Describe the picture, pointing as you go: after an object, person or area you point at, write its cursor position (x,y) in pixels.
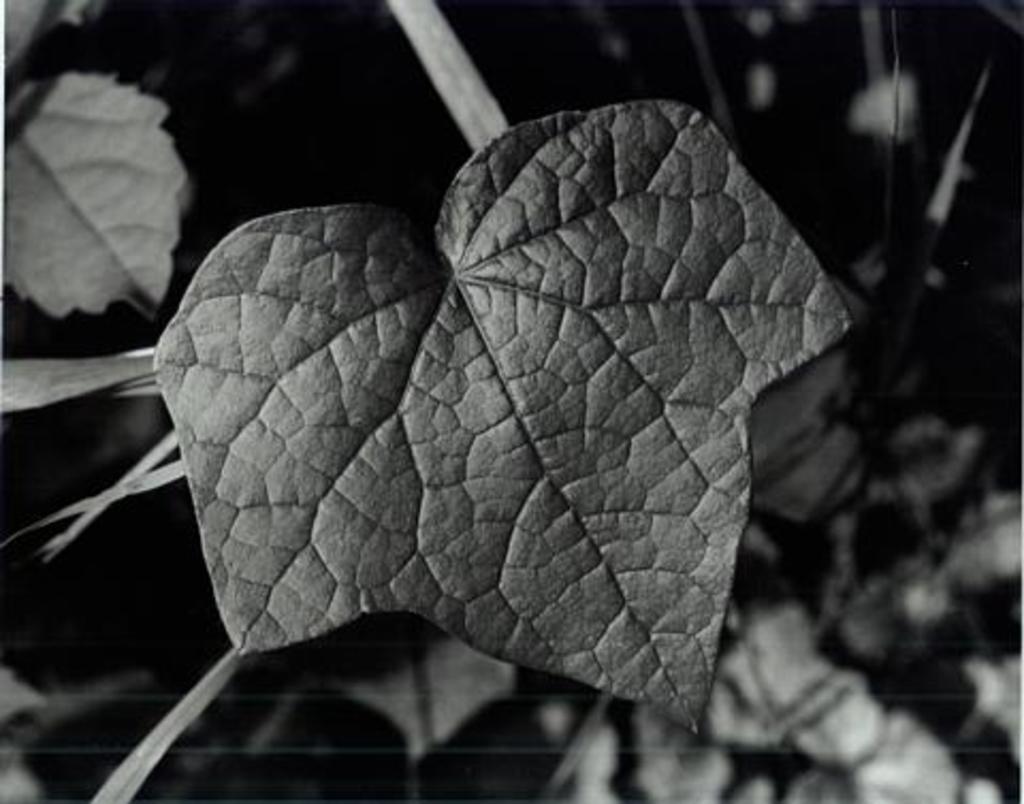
In the foreground of this black and white image, there is a leaf (498,433). We can also see few leaves (97,246) in the background (454,680).
